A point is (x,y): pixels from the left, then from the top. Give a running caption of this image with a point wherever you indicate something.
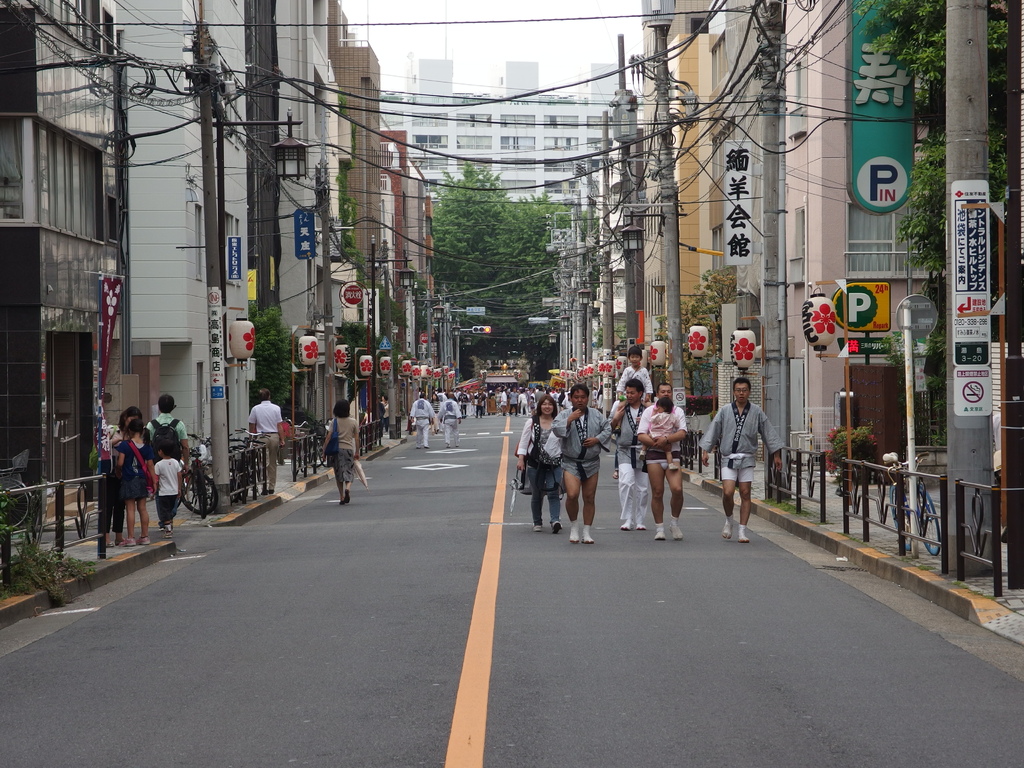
Here in this picture we can see number of people (541,483) walking on the road (504,435) over there and beside them on either side we can see buildings (342,262) present and we can also see banners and hoardings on the buildings (361,240) and we can also see electric poles (629,313), light posts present and we can see plants (924,208) and trees (540,212) present and we can see the sky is clear.
